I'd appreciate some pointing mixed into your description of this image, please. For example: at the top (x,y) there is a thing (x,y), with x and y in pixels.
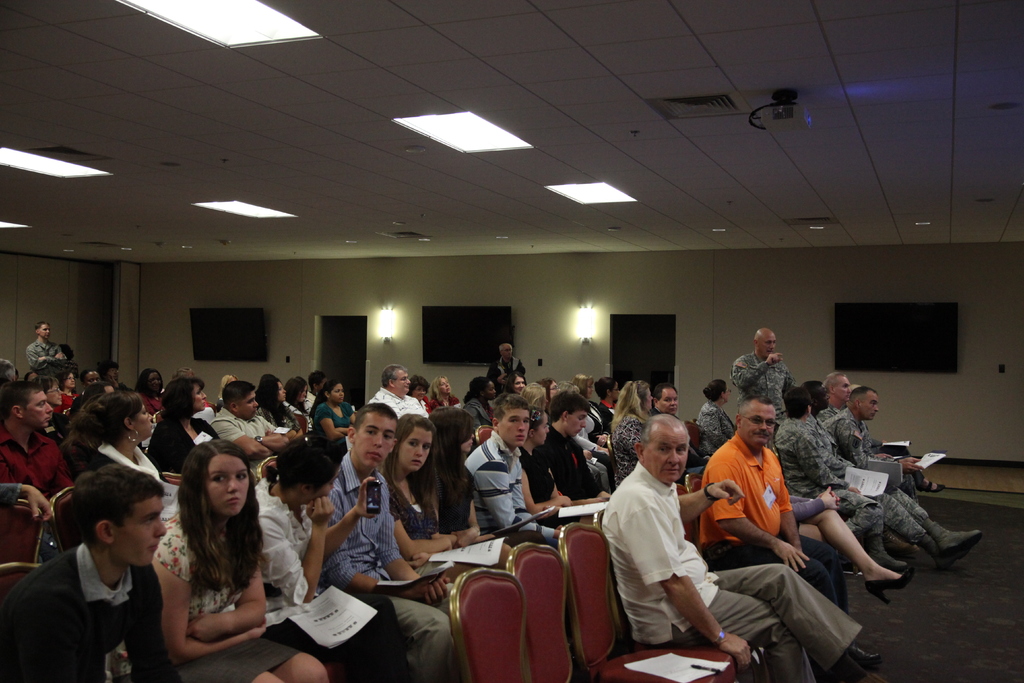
In this image we can see few persons (645,625) are sitting on the chairs (596,622) and holding papers (321,618) and objects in their hands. There are papers (637,664) and an object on the chair (583,637). In the background (35,286) we can see few persons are standing, lights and screens (498,313) are on the wall (399,296) and we can also see lights (292,16) and projector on the ceiling (695,48).
